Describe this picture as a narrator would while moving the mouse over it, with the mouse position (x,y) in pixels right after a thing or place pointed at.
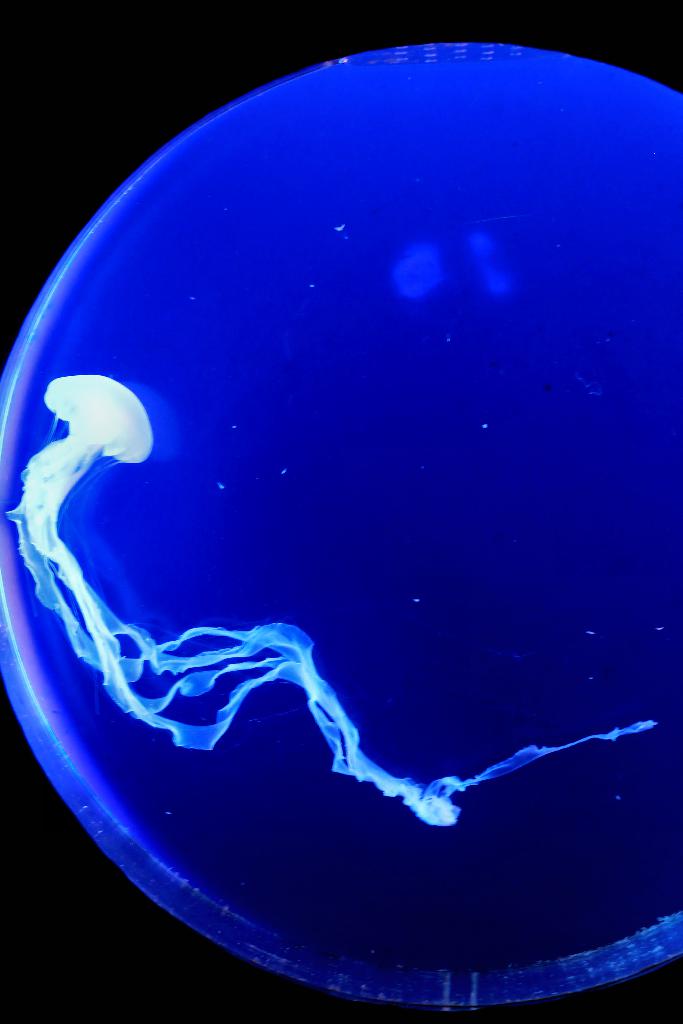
In the image we can see some marine invertebrates (309,676).
